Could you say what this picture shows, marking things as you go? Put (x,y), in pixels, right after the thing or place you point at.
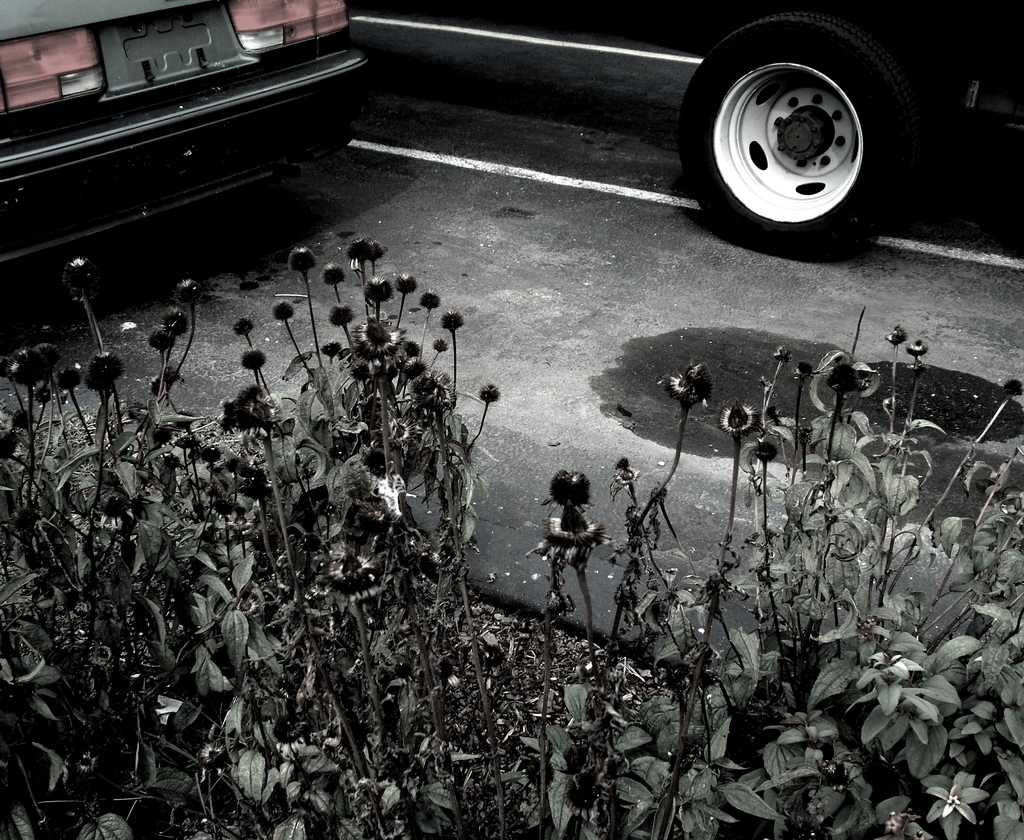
In the foreground (650,715) I can see plants (720,722) and vehicles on the road (627,342). This image is taken during day on the road (664,285).
